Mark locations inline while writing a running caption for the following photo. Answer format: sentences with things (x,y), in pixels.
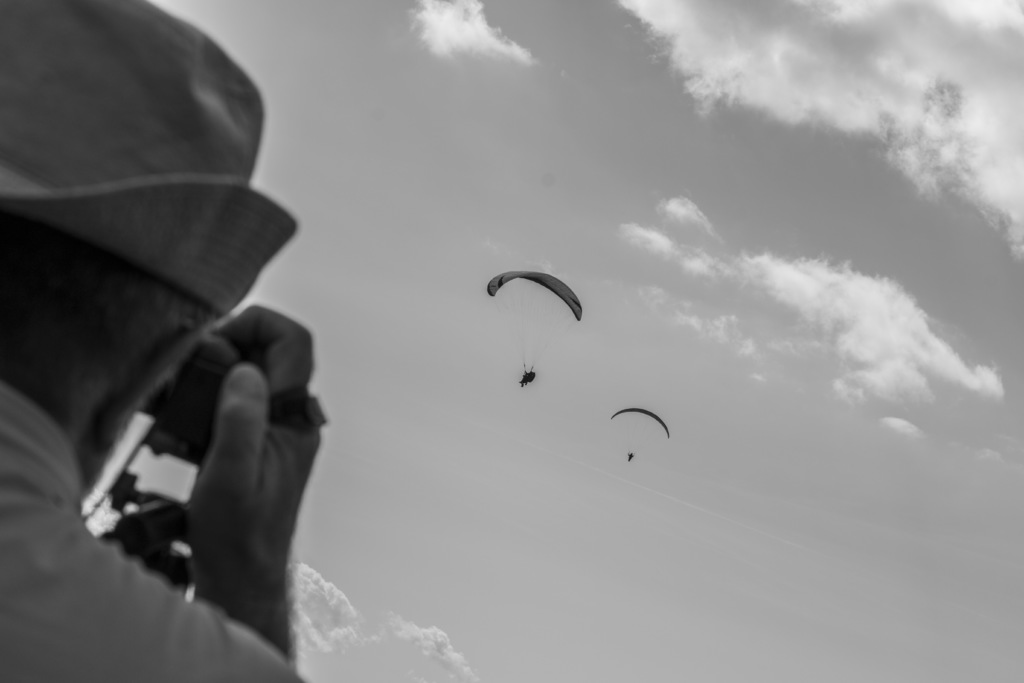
In this image on the left side (179,312) I can see a person (252,395). In the background (550,463), I can see two parachutes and clouds (900,95) in the sky (581,149).
